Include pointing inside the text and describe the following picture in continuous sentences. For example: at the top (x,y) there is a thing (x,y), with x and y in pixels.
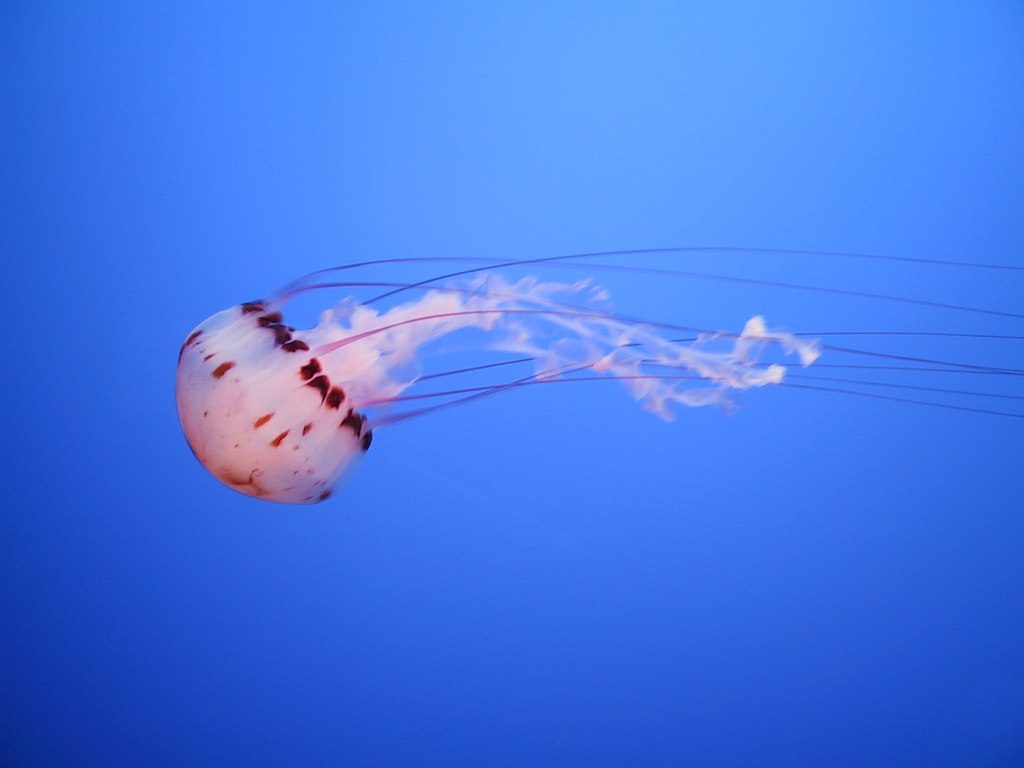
In this image there is a jellyfish (514,264) in the water (420,649).
